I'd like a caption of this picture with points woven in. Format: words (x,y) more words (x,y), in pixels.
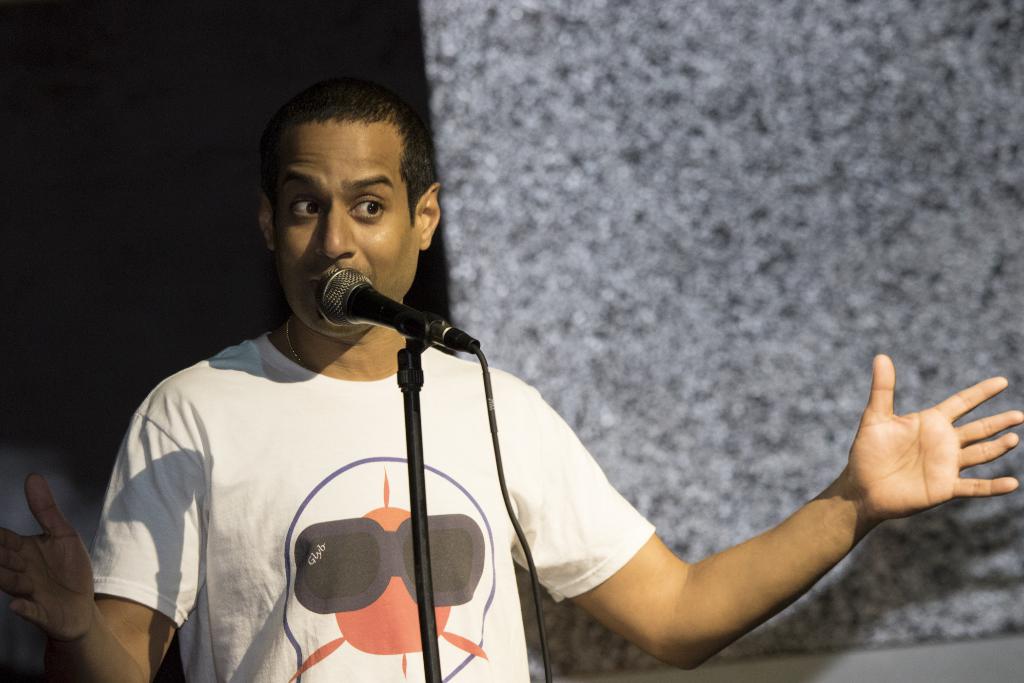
In this image we can see a person (394,452) standing in front of a microphone (401,321) placed on a stand (428,583).
